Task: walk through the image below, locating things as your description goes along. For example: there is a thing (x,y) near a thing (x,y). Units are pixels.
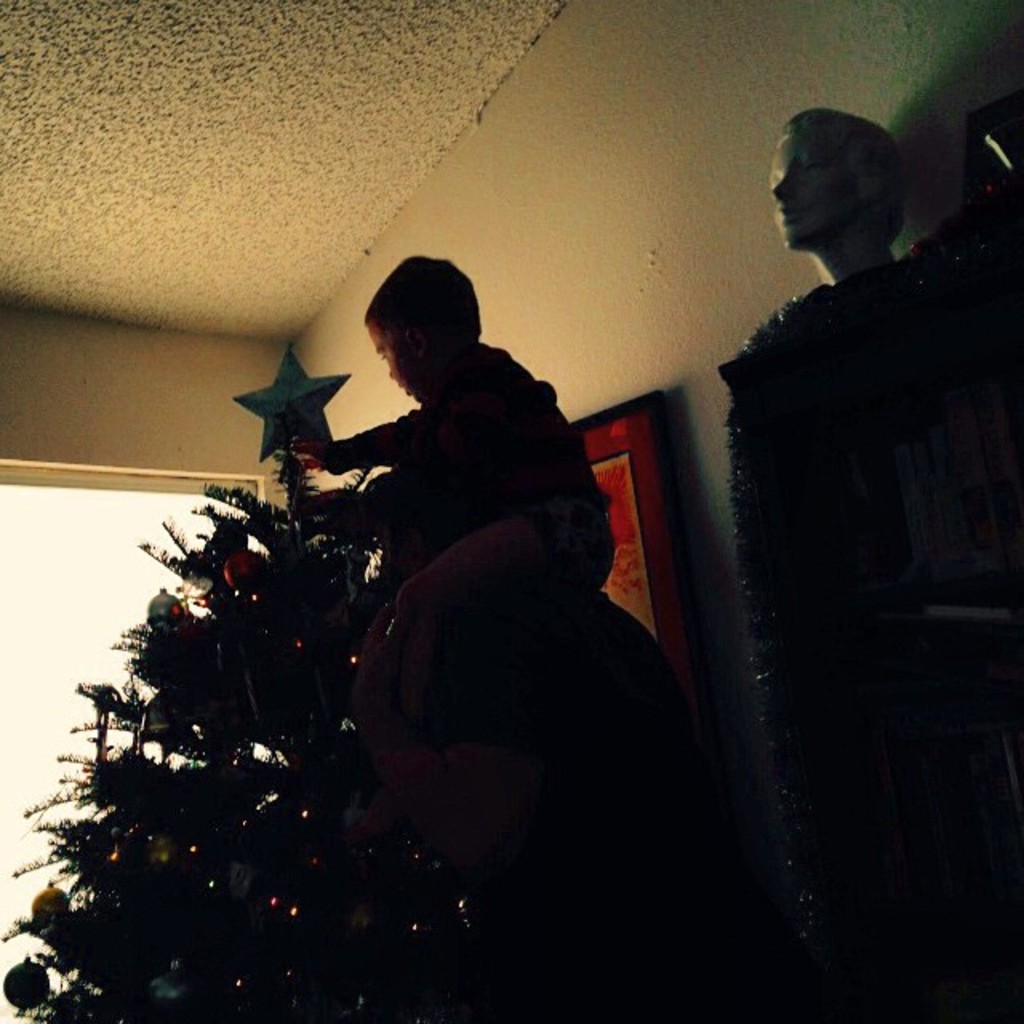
In this image there is a man (488,596) in the middle (502,614) who is lifting the kid (470,572) by keeping him on his shoulders (498,620). In front of them there is a Christmas tree (266,672) on which there is a star (296,398) and some decorative items (256,566). On the right side (835,253) there is a mannequin (835,267). In the background (680,283) there is the wall (661,255) on which there is the photo frame (661,471).
